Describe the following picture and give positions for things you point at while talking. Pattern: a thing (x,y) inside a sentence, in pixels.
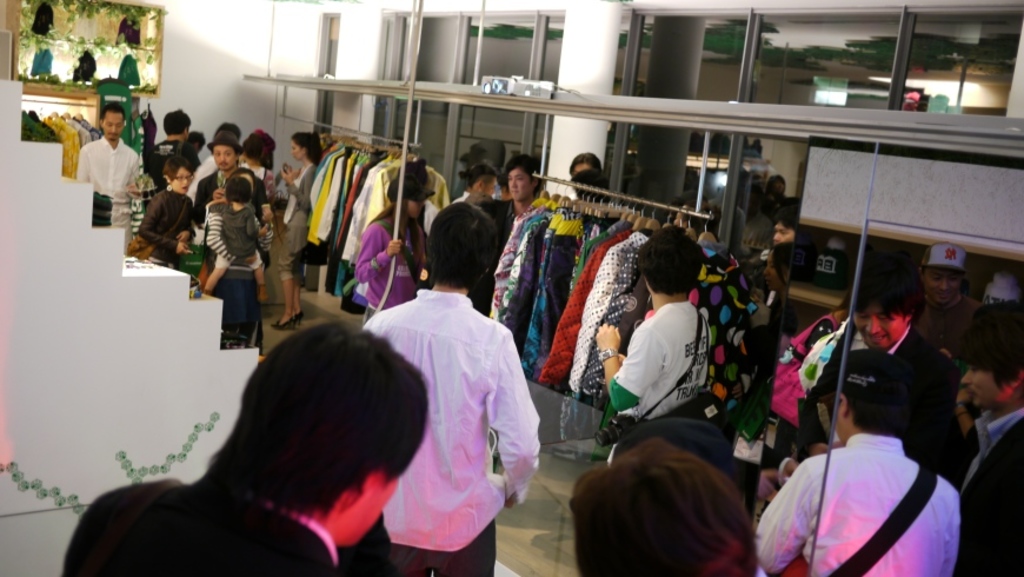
In this image I can see number of persons (440,388) are standing on the floor (326,297), a white colored object (204,318) and few clothes (372,190) hanged to the metal rods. In the background (215,14) I can see the white colored wall (227,28), a pillar (582,31) and few glass doors (695,135).
